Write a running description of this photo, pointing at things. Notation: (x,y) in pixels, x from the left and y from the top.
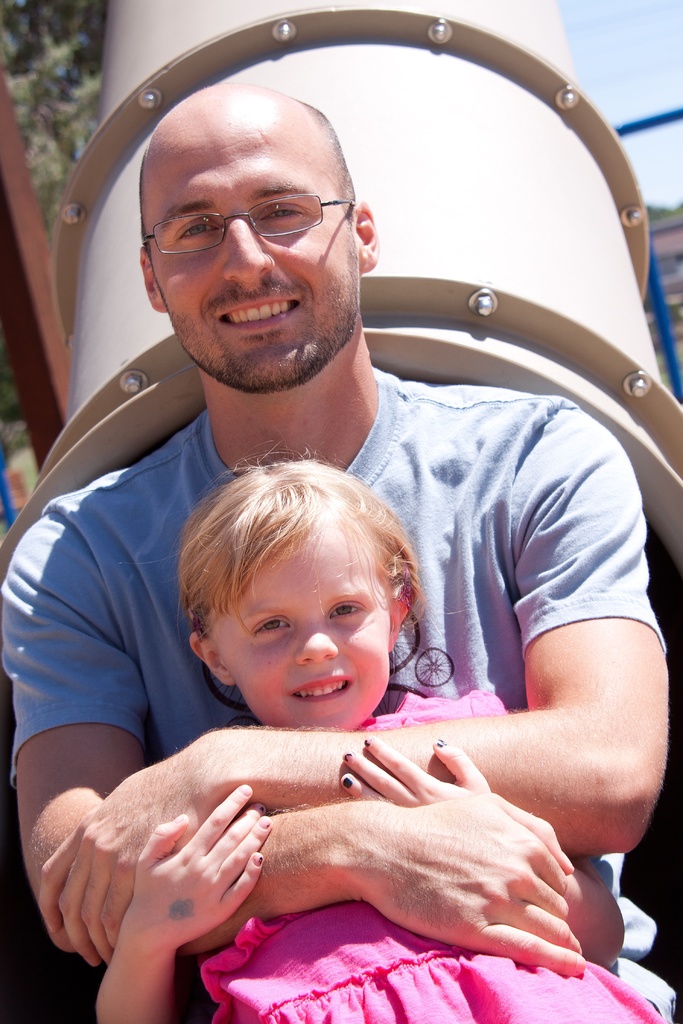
In this image, we can see a man (385,479) and girl (273,687) are watching and smiling. Here we can see a man (462,480) is holding a girl (564,1020). Background (156,36) we can see a pipe (483,242), rods (21,348), trees (84,132) and sky (613,38).
